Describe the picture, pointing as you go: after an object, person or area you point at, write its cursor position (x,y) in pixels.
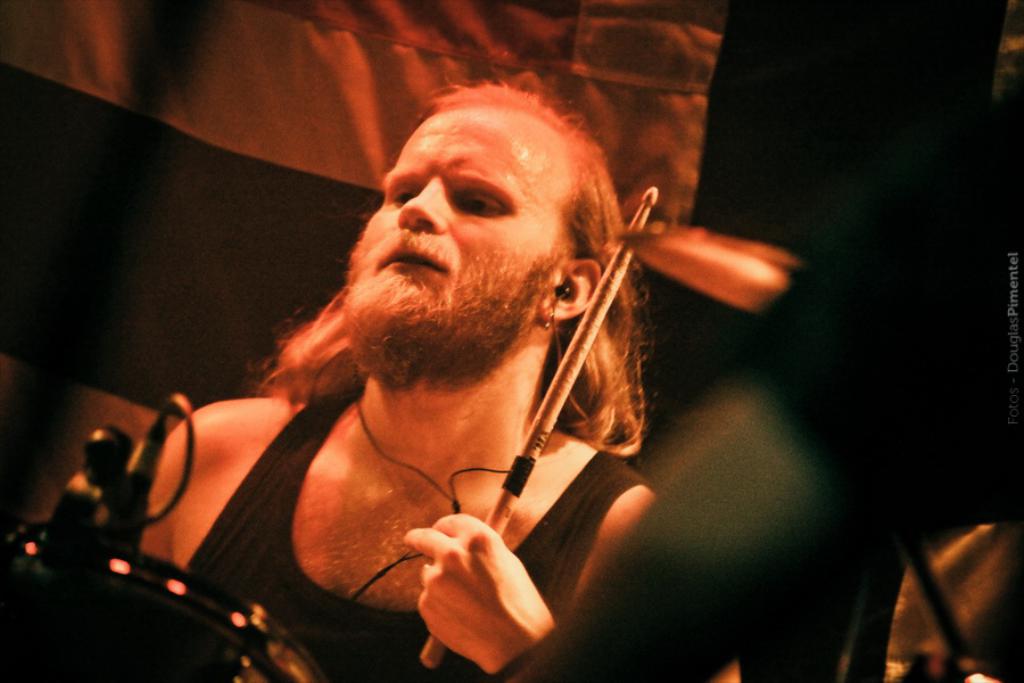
In this picture we can see a man (296,490) holding a stick (644,196) with his hand (467,518), earphones (455,502), white banner (275,91), some objects (666,530) and in the background (948,159) it is dark.
